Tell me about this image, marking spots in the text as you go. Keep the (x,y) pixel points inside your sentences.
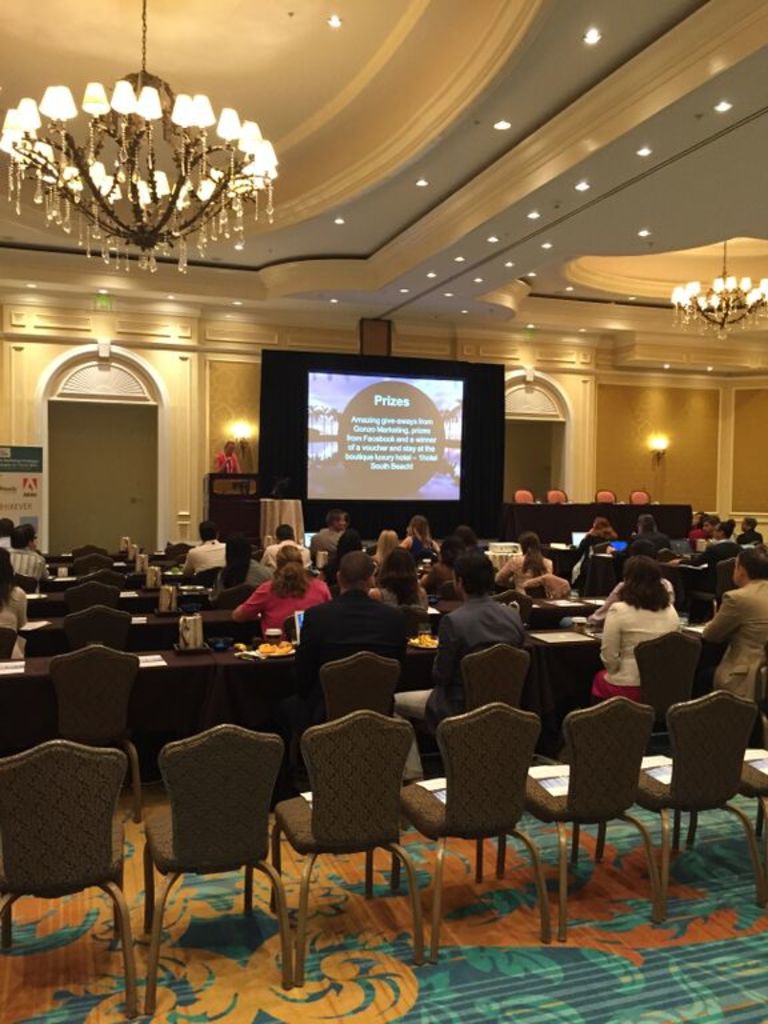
The image is clicked inside a hall (189,435). And there are many people (225,553) sitting in the chairs (652,702). There is a screen (388,444) in the middle (370,437). At the top (141,98) there is light (151,135) attached to the roof (182,79). And at the bottom (443,992) there is floor mat (494,917) in green color.
